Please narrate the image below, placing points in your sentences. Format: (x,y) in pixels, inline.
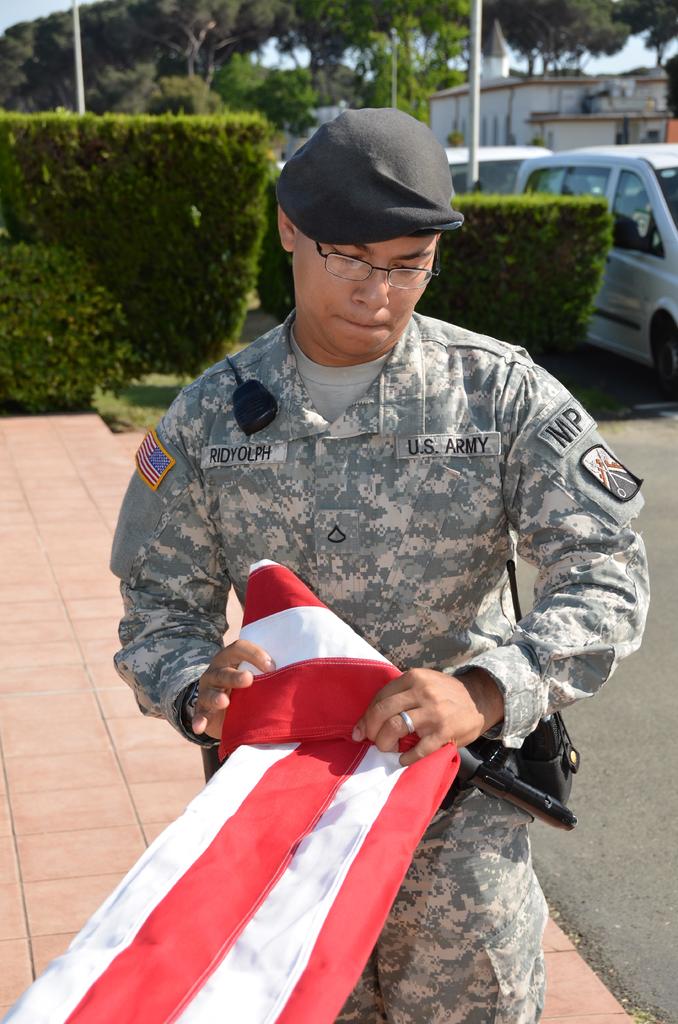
In the center of the image (267,431) we can see a person (345,566) holding a flag (214,819). In the background (51,240) there are trees (255,25), building (451,111), plants (244,150), vehicles (561,173), pole (478,114) and sky (624,65).
